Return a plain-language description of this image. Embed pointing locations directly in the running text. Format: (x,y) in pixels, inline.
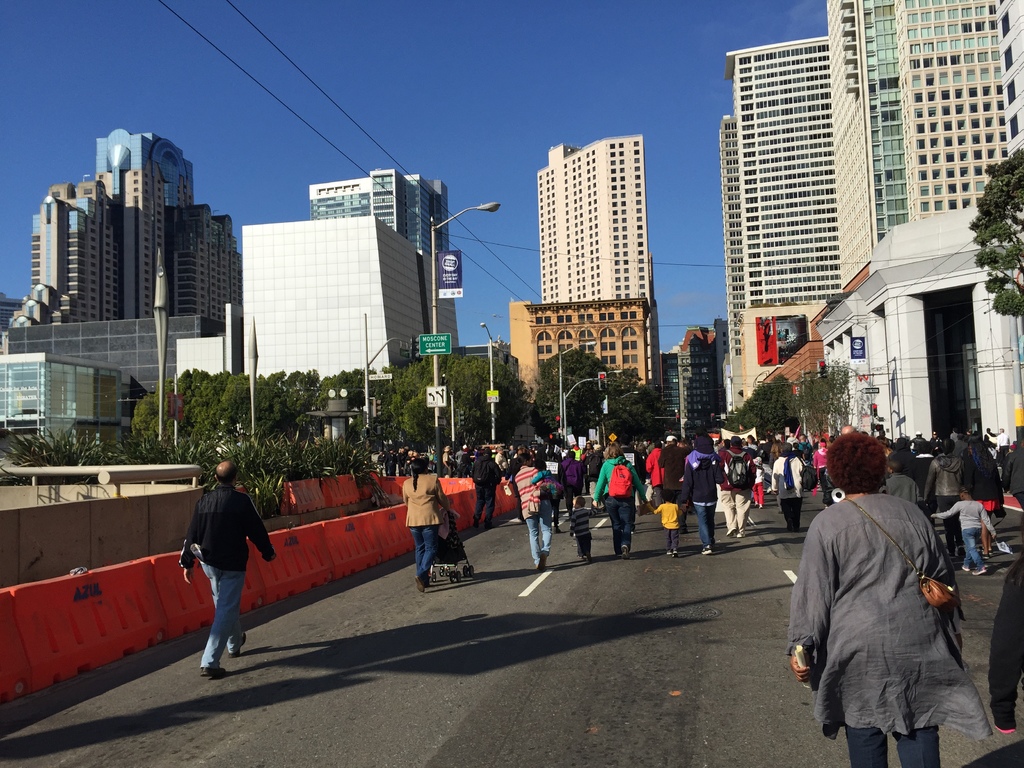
In this picture I can see group of people (780,447) standing on the road (371,674). There are poles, lights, boards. I can see buildings (613,207), trees (1018,283), cables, and in the background (534,77) there is the sky (671,89).
